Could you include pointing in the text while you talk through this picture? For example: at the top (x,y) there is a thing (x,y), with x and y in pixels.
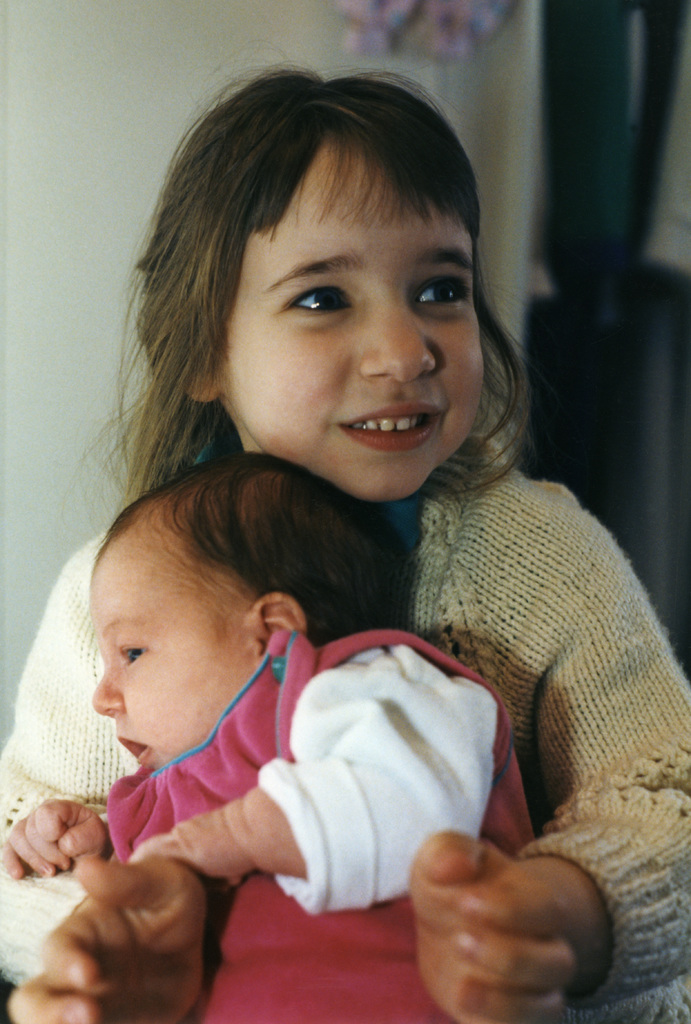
The girl (492,545) in the white sweater (472,573) is holding a baby (333,798) in her hands (455,959), She is smiling. The baby (237,670) is wearing a pink and white color dress (348,850). Behind her, we see a wall (82,219) in white color. This picture might be clicked inside the room (671,534).
